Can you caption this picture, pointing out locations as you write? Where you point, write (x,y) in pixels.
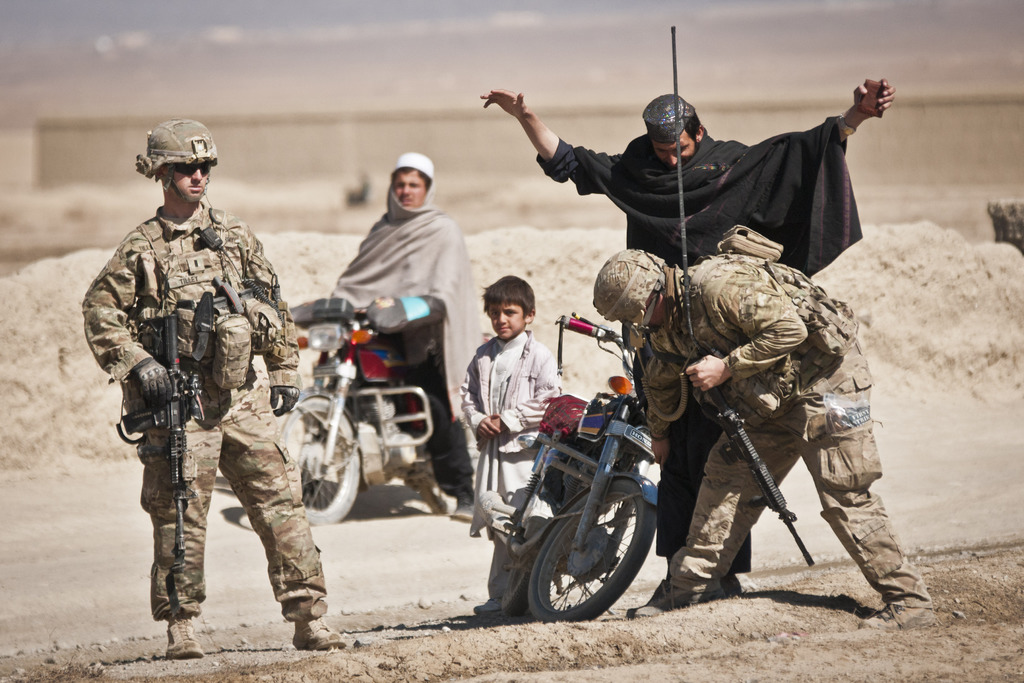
In the left (127,257) there is a man (186,343) he is catching a weapon (170,430). In the middle (439,409) there is a boy (498,447), bike (394,424) and a man (402,296) sitting on that bike (376,378). In the right (735,327) there are two persons (692,338).
